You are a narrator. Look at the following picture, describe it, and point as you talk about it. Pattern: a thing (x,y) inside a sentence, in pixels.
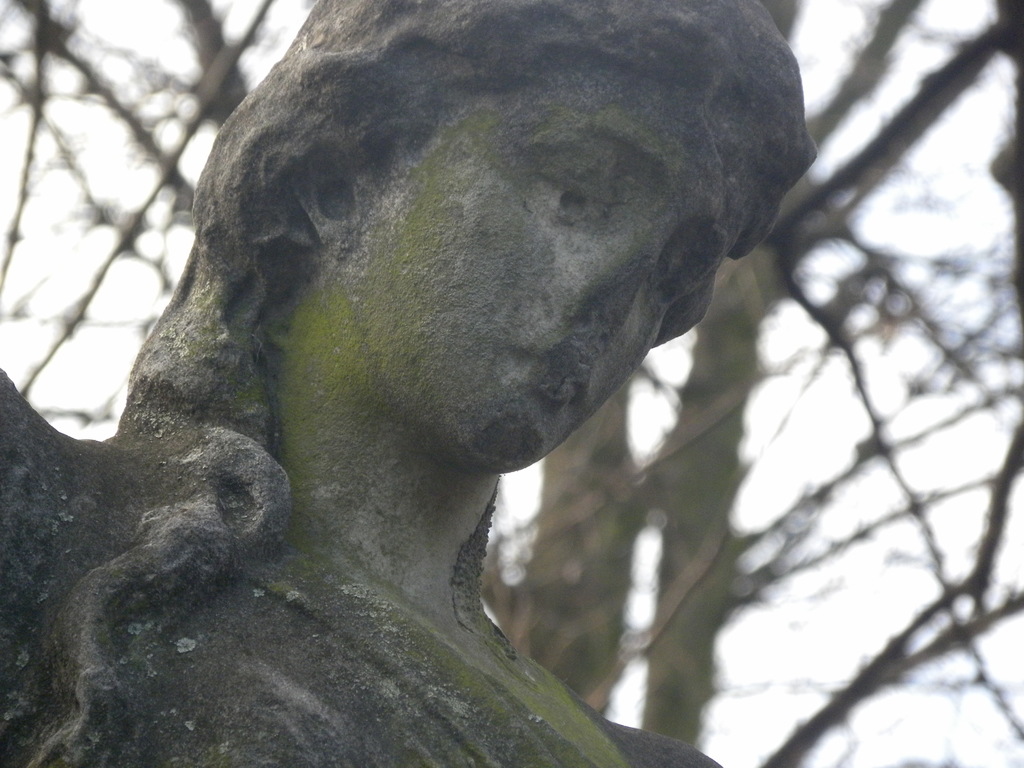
In this image we can see a statue (345,313). In the background (104,224) there are trees (680,632) and sky (995,232).
